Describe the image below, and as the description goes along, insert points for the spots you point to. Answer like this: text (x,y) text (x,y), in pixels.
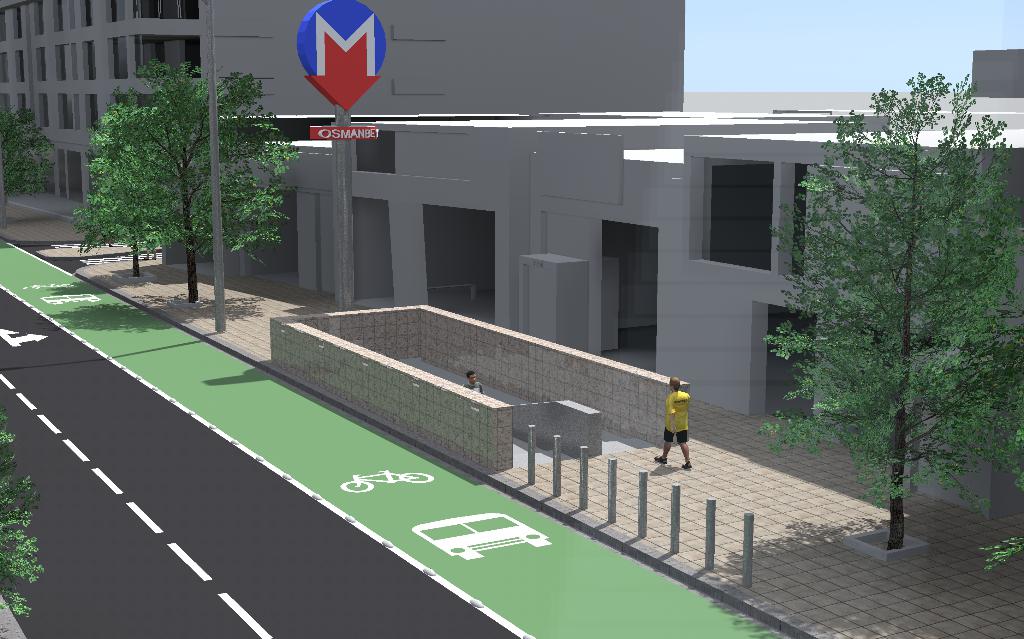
This image is animated. On the right (686,441) there is a man (672,407), he wears a t shirt (672,418), shorts (672,440), he is walking and there is a man (471,387) in front of him. On the right (712,325) there are trees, buildings (553,243), sign boards (338,99), poles (341,167), sky (770,69). At the bottom (213,496) there is road (218,523).
